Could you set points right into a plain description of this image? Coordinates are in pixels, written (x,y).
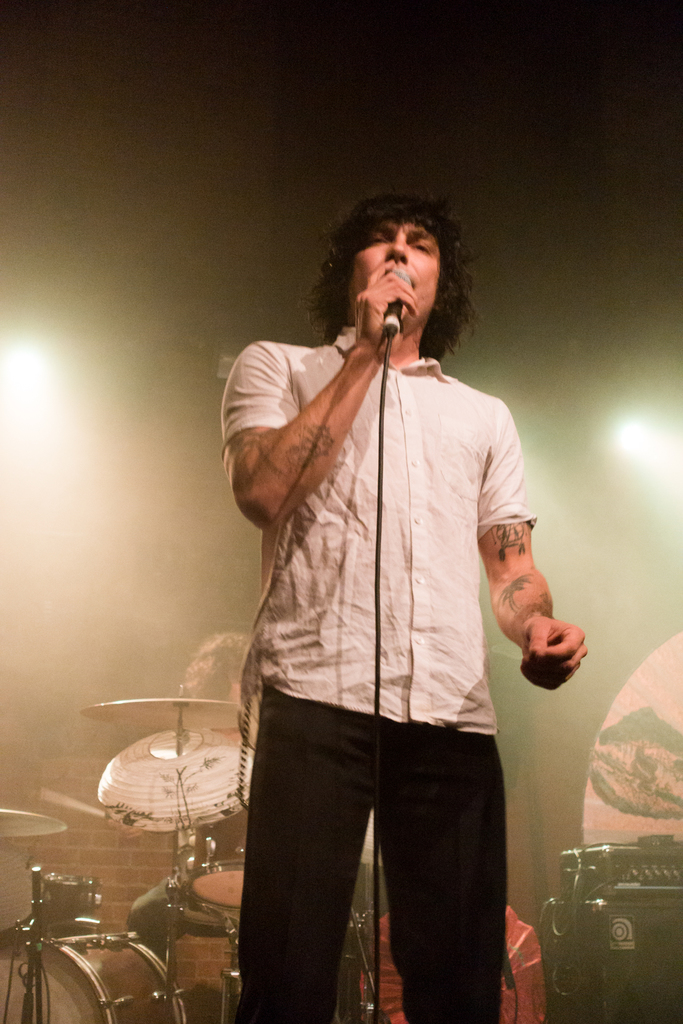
In this Image I see 2 men (430,522) in which this man (424,255) is standing and holding a mic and this man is near to the drums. I can also see an equipment (566,879) over here and the lights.
